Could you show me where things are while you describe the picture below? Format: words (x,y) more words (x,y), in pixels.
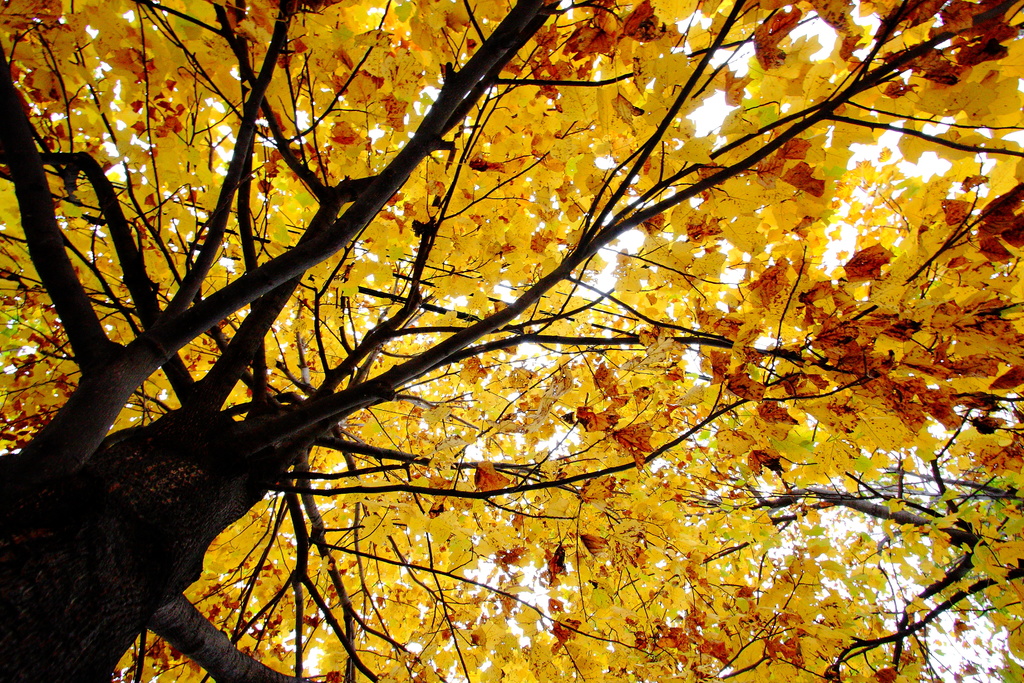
In this image we can see a tree (225,440) and yellow leaves (554,178).
